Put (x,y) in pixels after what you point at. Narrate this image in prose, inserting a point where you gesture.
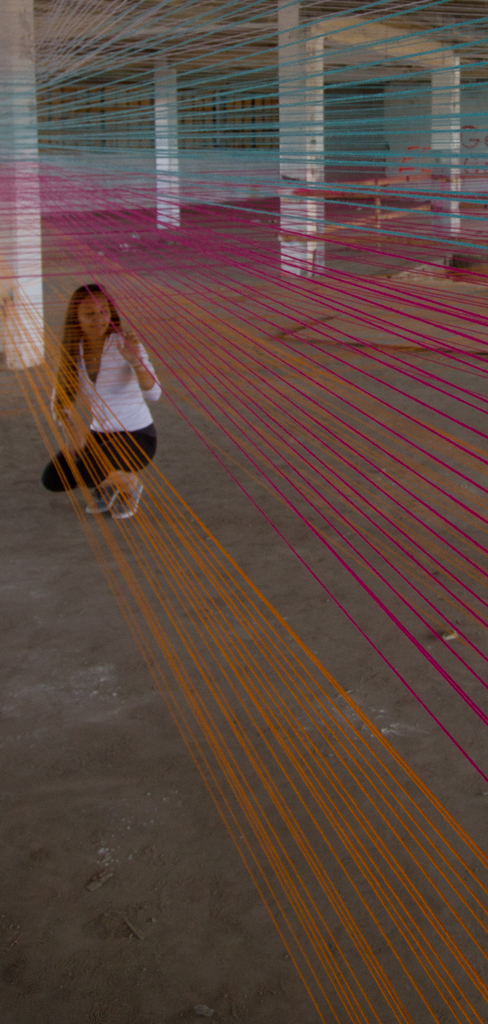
In this image we can see some tied threads (414,939). We can also see a woman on the ground (136,563) holding the threads (160,536). We can also see some pillars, a wall (219,169) and a roof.
